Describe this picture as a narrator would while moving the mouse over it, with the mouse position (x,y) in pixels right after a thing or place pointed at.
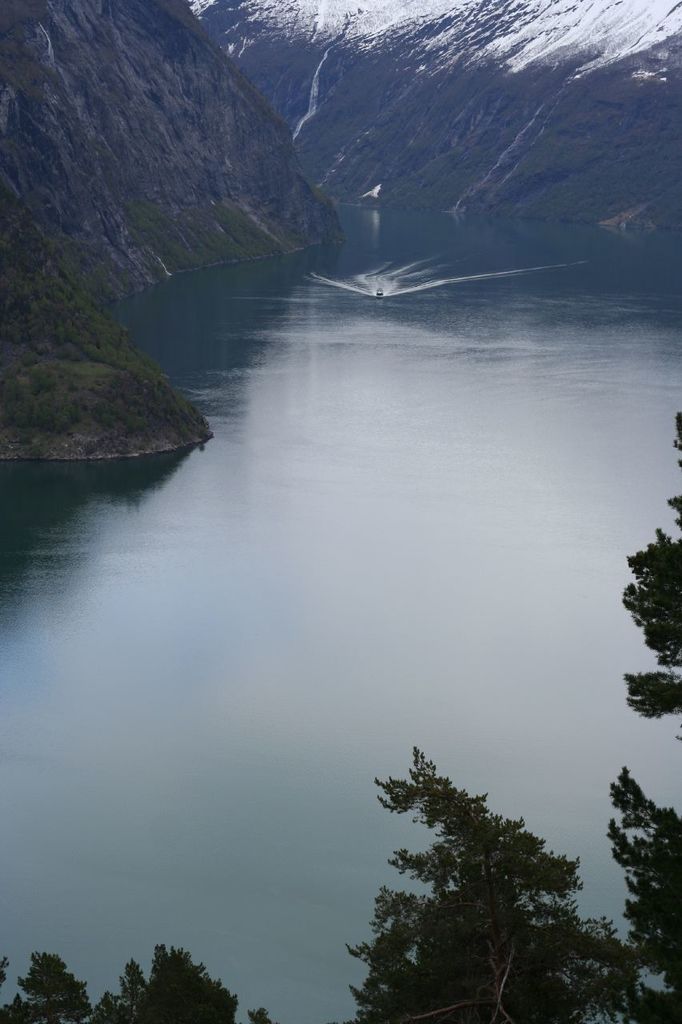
There are branches (164,980) of trees (389,899) at the bottom of this image (457,905), and there is a sea (342,407) in the middle of this image (254,451), and there is a mountain (428,163) the background (476,169).
